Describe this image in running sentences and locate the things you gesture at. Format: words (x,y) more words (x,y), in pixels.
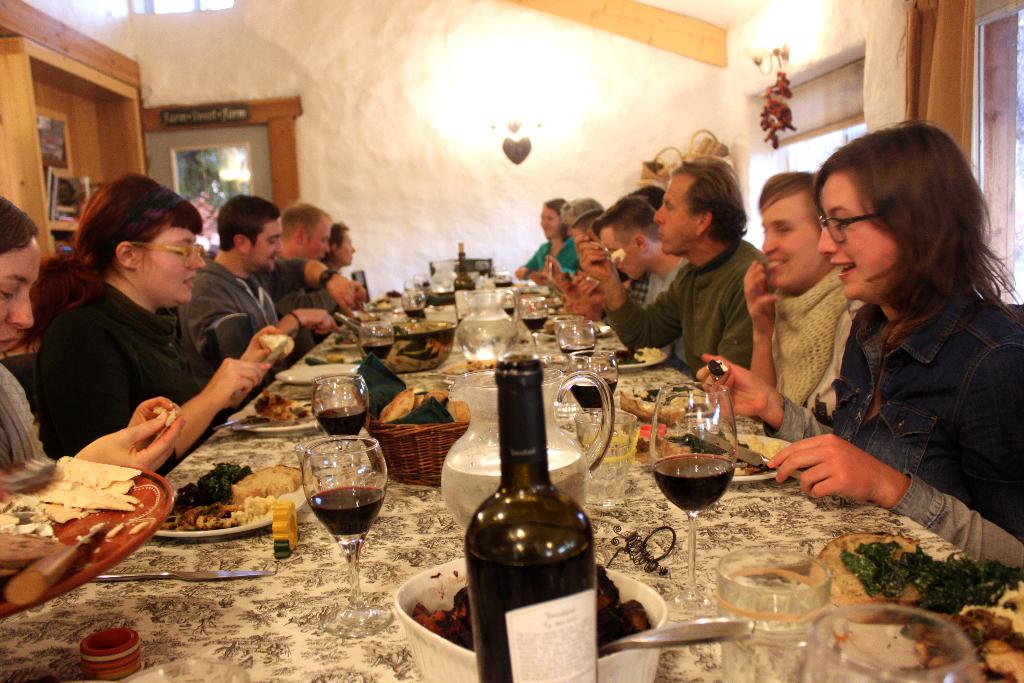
In this picture we can see some people (101,410) sitting around the dining table (792,524) on which we have some things (266,487) like cups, glasses (324,486), knife (215,573) and around them there is a shelf (75,125) in which some things (54,186) are placed and a window (232,151) and a lamp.
